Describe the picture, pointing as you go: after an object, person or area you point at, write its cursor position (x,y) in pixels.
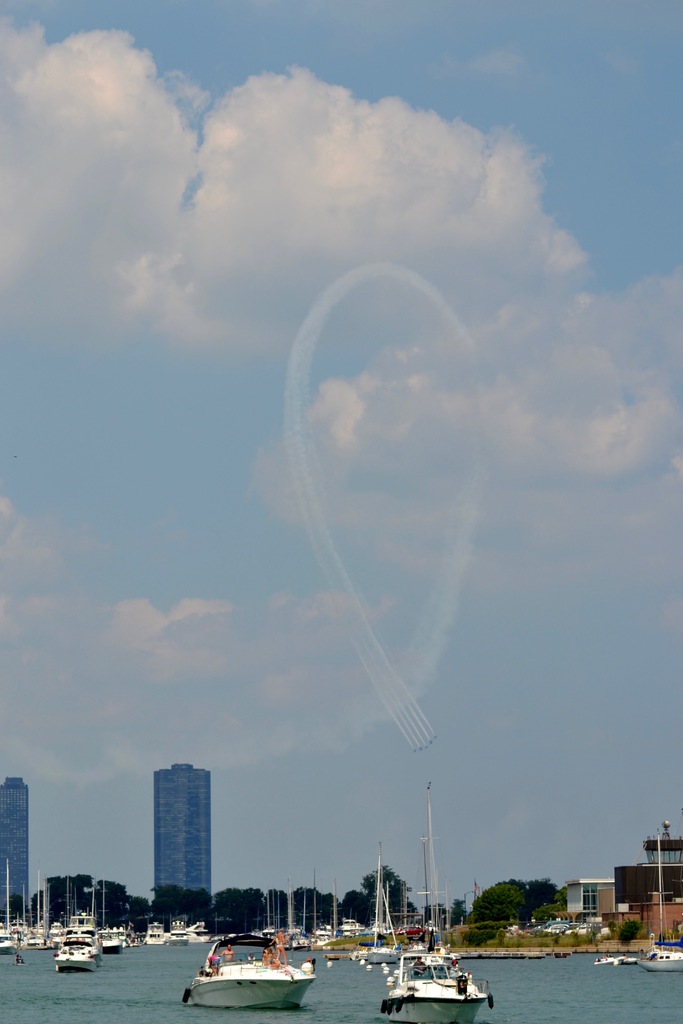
At the bottom (108,951) I can see fleets of boats (108,938) in the water (677,990), trees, buildings (604,882) and towers (193,830). In the background (233,820) I can see the sky (275,286). This image is taken during a day.
